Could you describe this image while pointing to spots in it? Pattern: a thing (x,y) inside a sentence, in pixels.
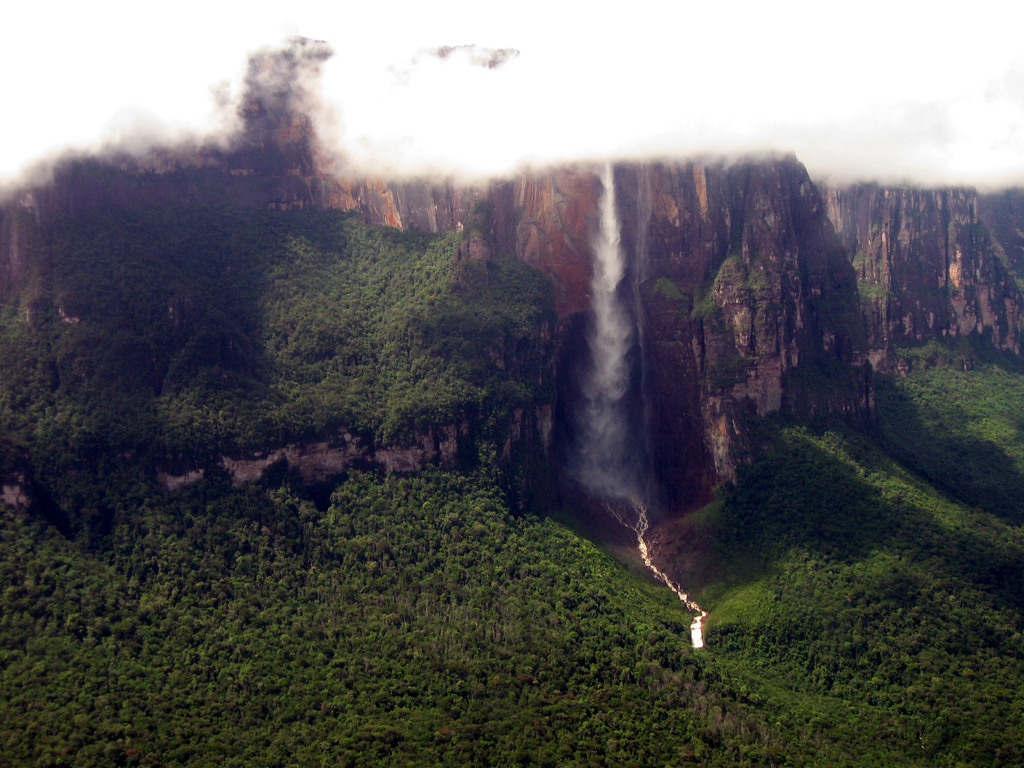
In this picture we can observe trees (515,592). In the background (694,273) we can observe hills (648,218) which are in brown color. On the left side (257,189) there is dark color rocky peak (239,188).
